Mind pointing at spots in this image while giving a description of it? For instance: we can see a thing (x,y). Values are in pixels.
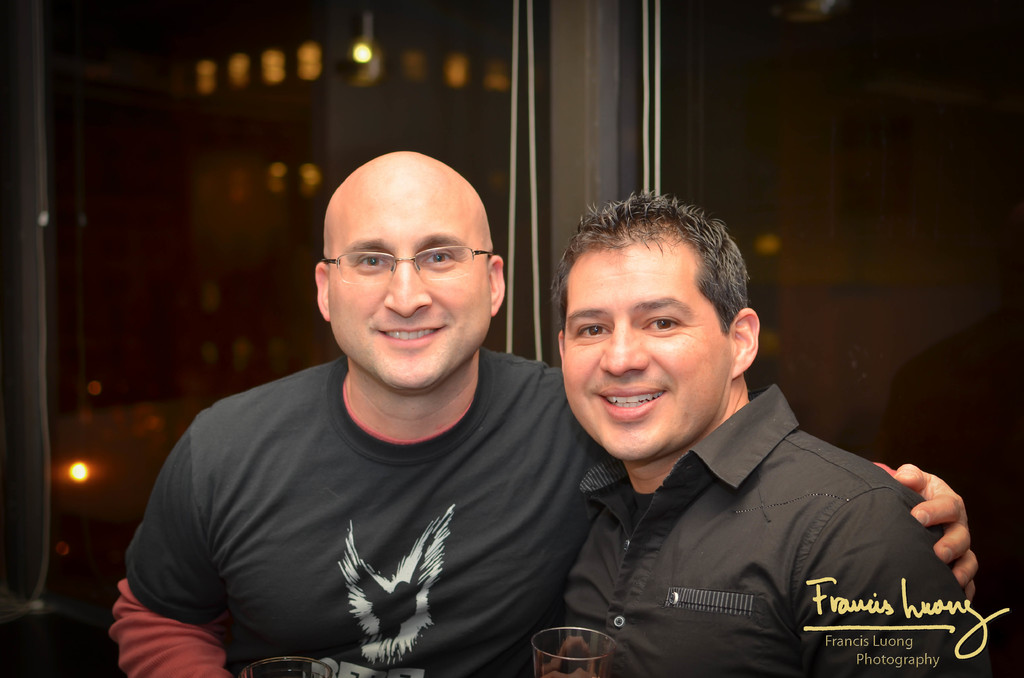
In this image I can see a man (441,422) is smiling by placing his hand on another man (781,476). He wore black color t-shirt (411,528), this man (716,548) is also smiling. Behind them there is the glass wall (304,109) and there are lights (279,75) in it, at the bottom (870,607) there is the water mark (907,647).
